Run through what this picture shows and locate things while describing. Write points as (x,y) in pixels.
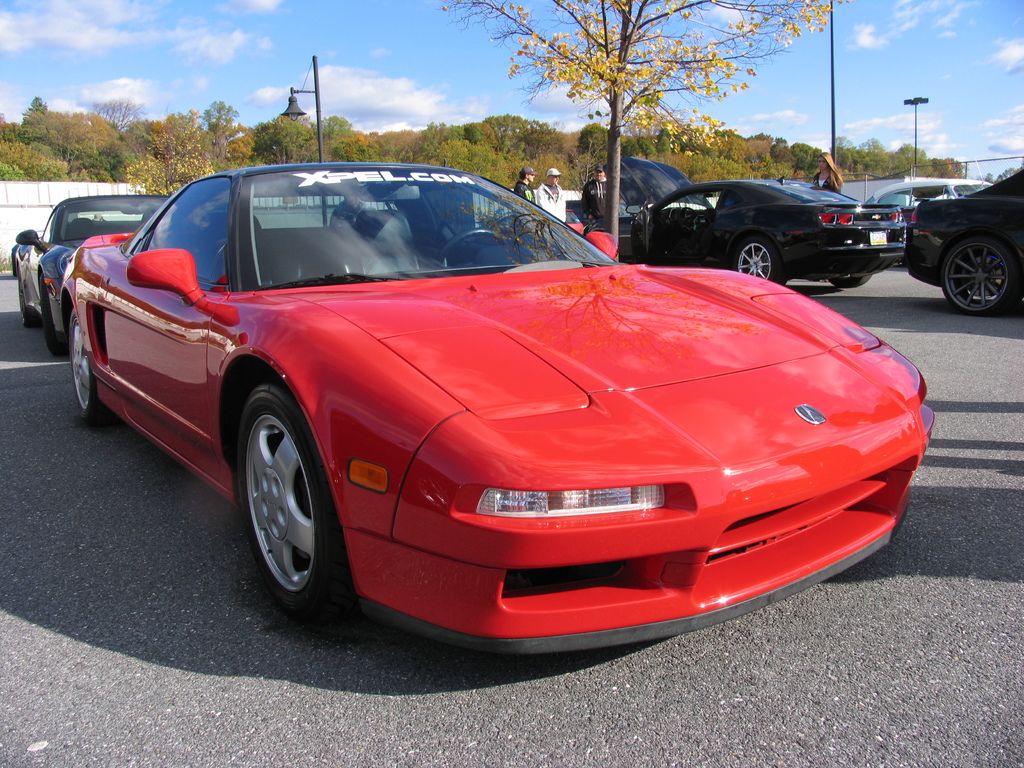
In this image we can see vehicles (756,443) and few persons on the road (62,618). There are poles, wall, and trees (370,155). In the background (785,102) there is sky (837,102) with clouds (1009,145).
